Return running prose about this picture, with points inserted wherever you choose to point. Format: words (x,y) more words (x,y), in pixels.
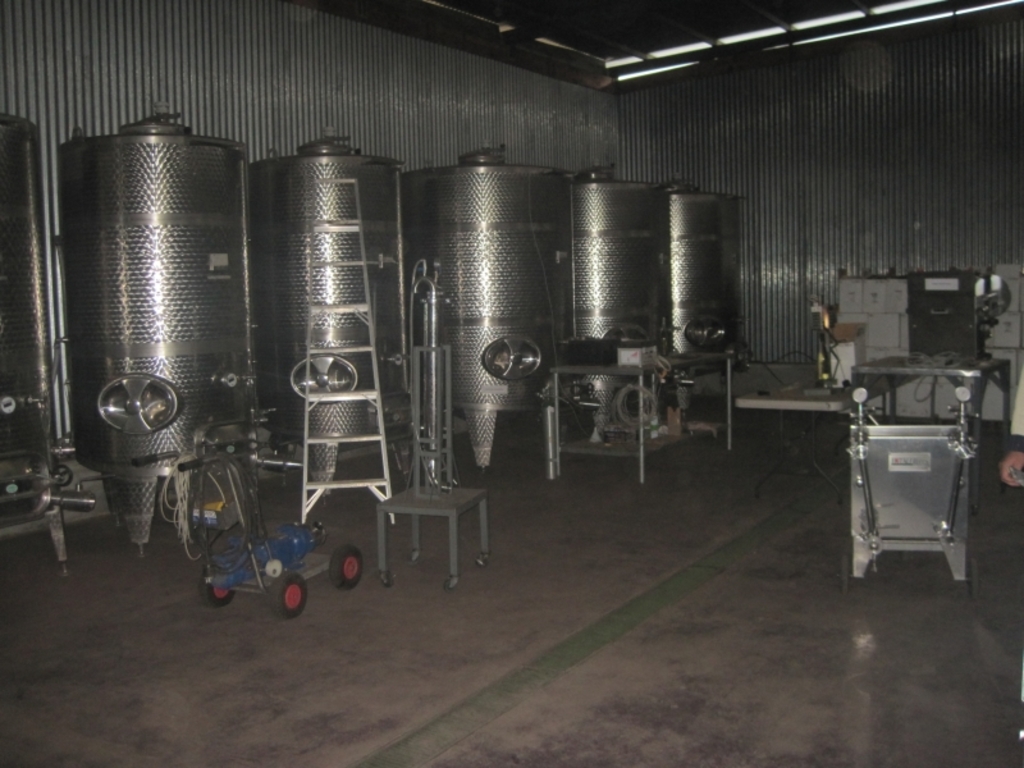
In this image I can see the picture in which I can see few metal tanks (173,281) which are silver in color and some other equipment (647,419). I can see the metal walls (780,105) and the ceiling (601,37).
